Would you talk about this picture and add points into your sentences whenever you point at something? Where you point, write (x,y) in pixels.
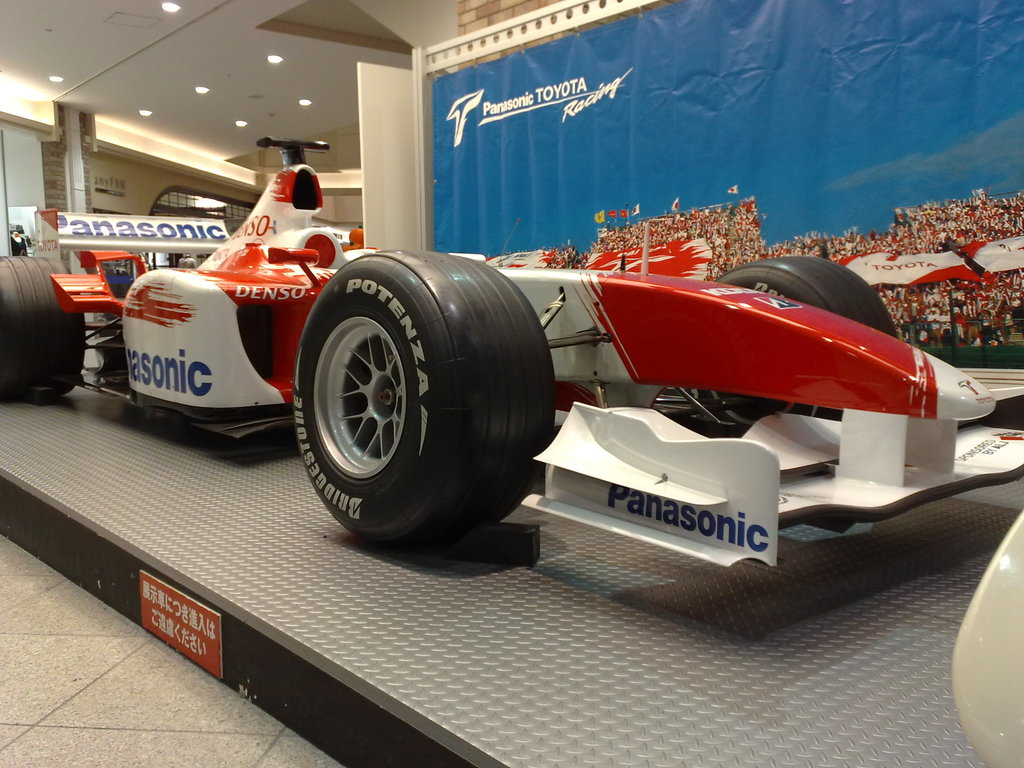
Here there is a vehicle (447,369) on a platform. In the background (121,199) there is a wall (121,166), hoardings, poles (83,175), lights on the roof top (264,60) and there is a banner (646,187) tied to a pole (424,217) and we can see some other objects (373,182).
